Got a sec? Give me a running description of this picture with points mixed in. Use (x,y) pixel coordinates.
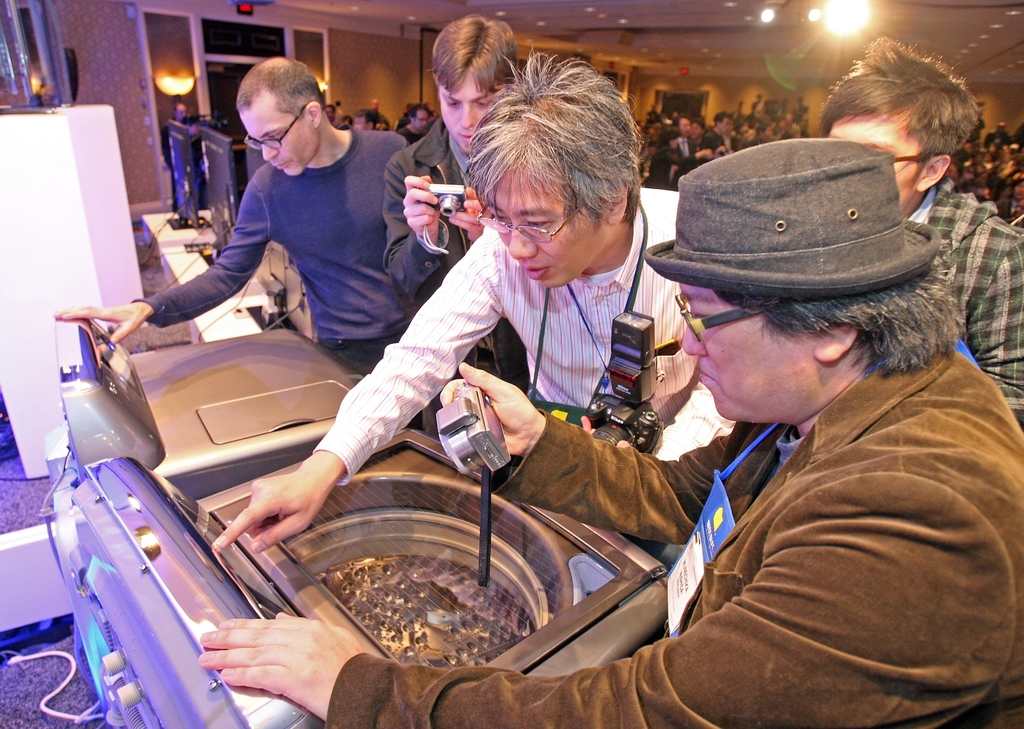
In this image I can see a group of people (688,338) standing. On the left side (326,547) I can see it looks like the machines (177,483). In the background (680,144), I can see some people (680,144). At the top (848,17) I can see the lights (833,23).
